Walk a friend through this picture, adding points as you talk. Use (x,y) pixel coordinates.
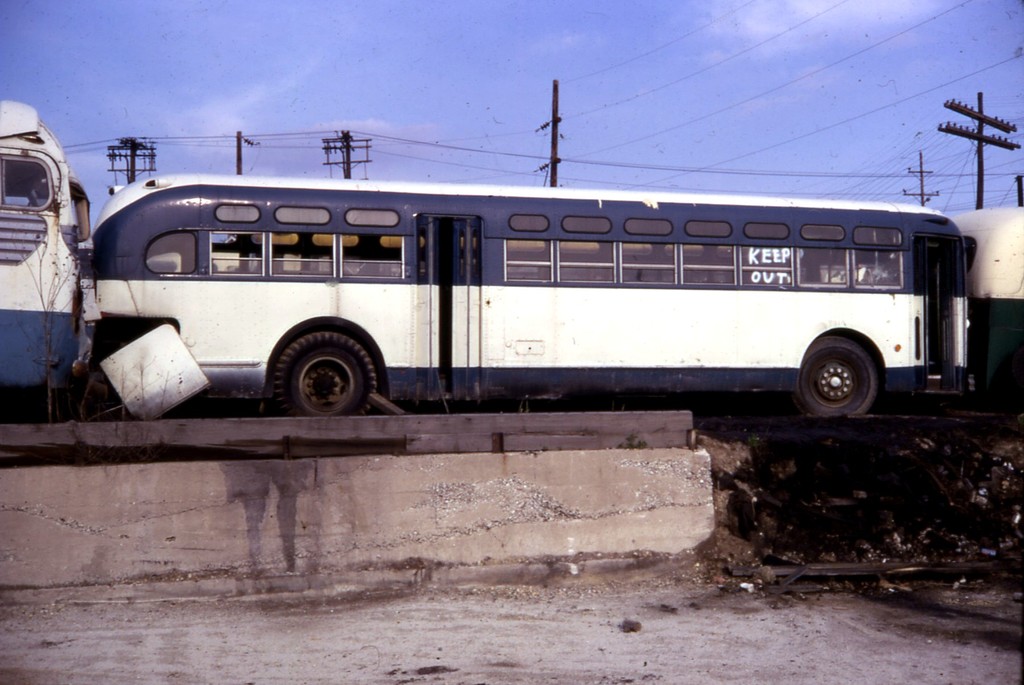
There are buses (543,271) with doors (935,266) and windows (642,256). In the back (367,142) there are electric poles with wires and sky (340,60).
